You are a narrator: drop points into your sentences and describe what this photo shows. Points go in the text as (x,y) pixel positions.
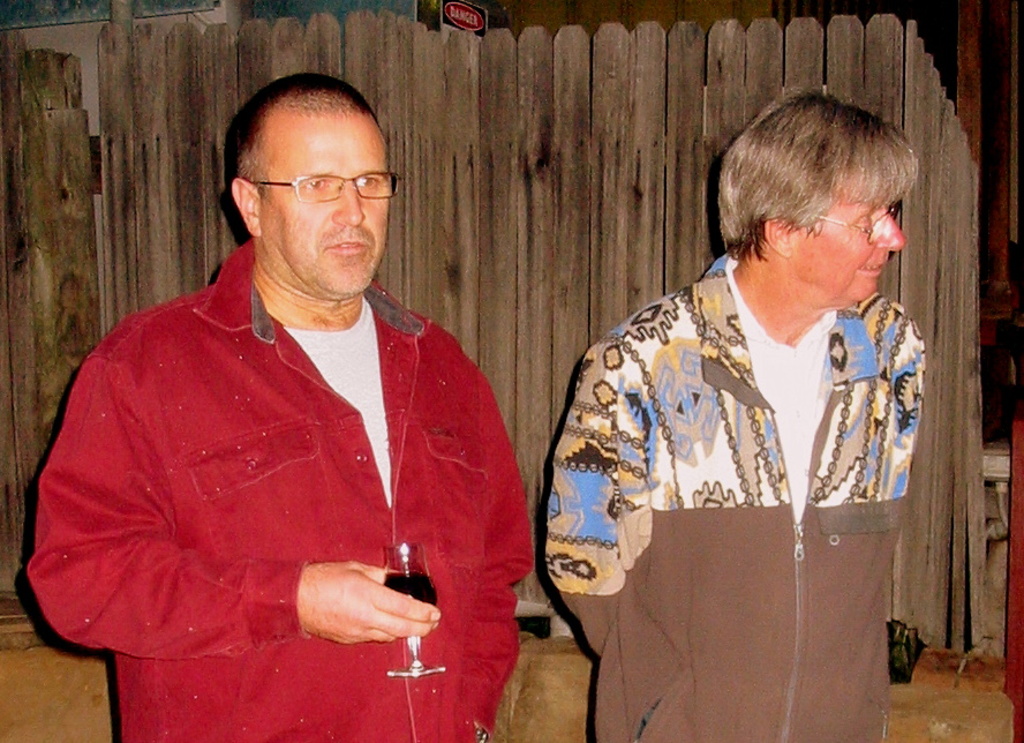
In this picture there is a man (384,493) standing and holding the glass (408,591), there is drink (424,585) in the glass (427,601). There is a man (867,727) standing. At the back (556,108) there is a wooden wall (556,108) and there is a building (991,219) and board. There is text (468,22) on the board (472,9).
